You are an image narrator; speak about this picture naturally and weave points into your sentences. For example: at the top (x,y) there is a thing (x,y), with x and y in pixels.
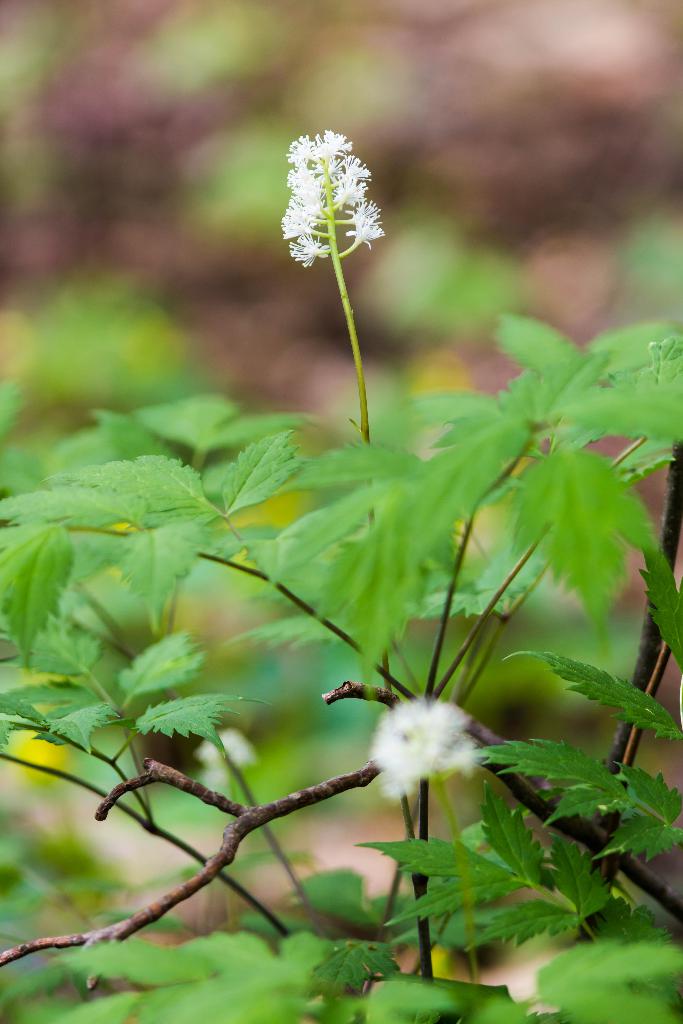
The image contains a zoom in picture of a plant (385,855) and there are white flowers (339,145) to that plant (320,223) and the background of the plant (472,504) is blur.
